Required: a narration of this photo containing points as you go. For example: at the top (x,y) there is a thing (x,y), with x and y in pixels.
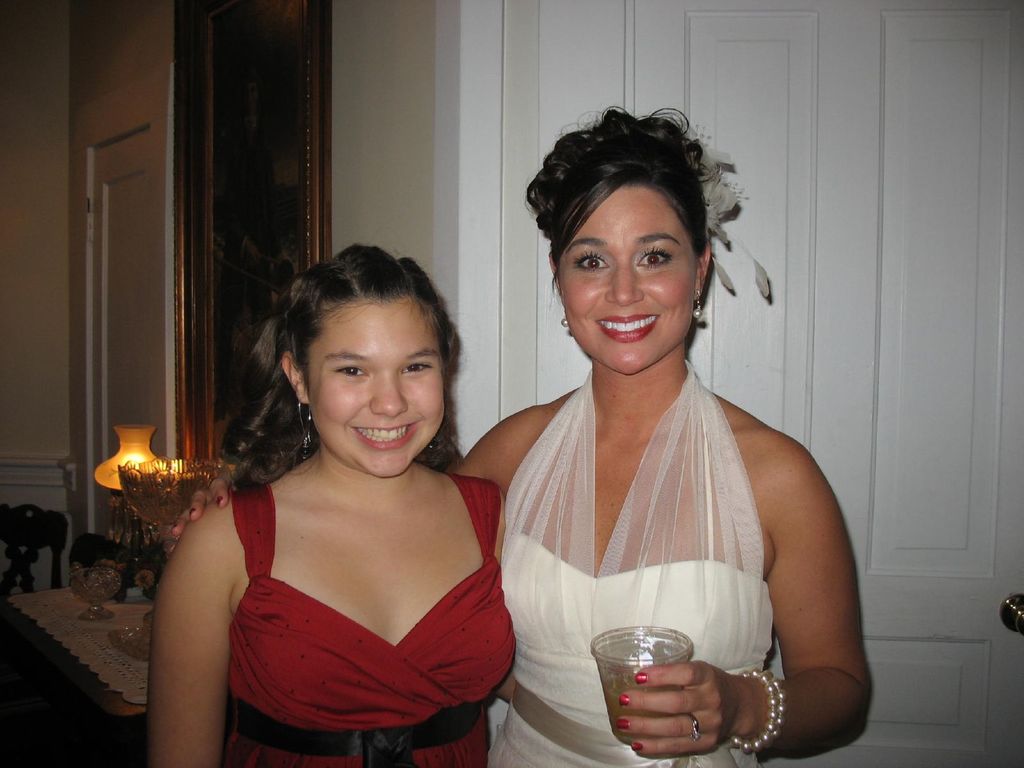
In this image I can see two people (569,550) with different color dresses (567,559) and one person (588,653) is holding the cup (639,662). To the left (86,631) there is a table (84,612) and some objects (104,559) in it. I can also see the lamp (110,508). In the back (707,61) I can see the white color door (660,79) and the wall (36,370).
